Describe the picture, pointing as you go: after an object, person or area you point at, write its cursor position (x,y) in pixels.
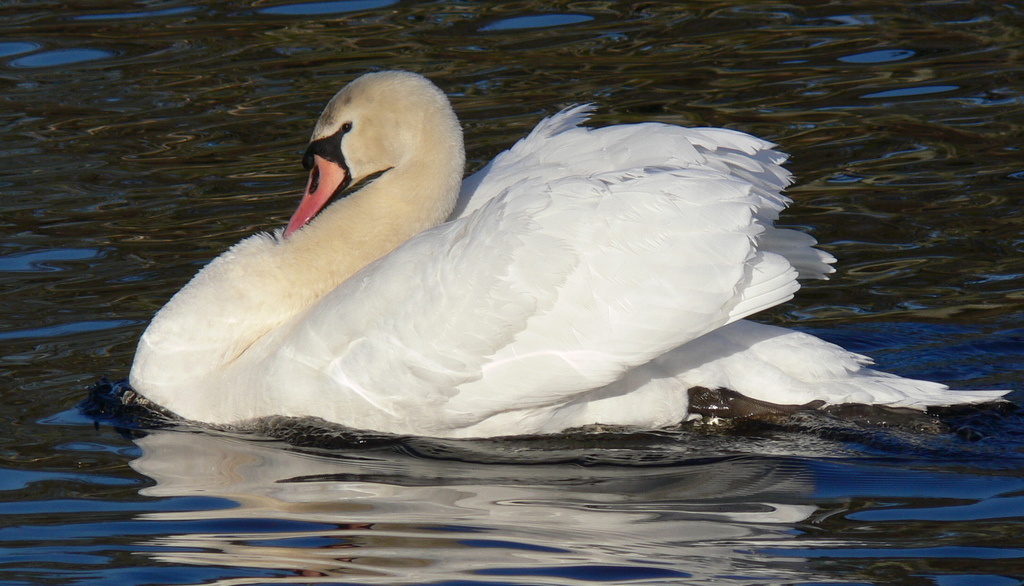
In the image we can see water (158,183), above the water (486,115) a swan (336,146) is swimming.
